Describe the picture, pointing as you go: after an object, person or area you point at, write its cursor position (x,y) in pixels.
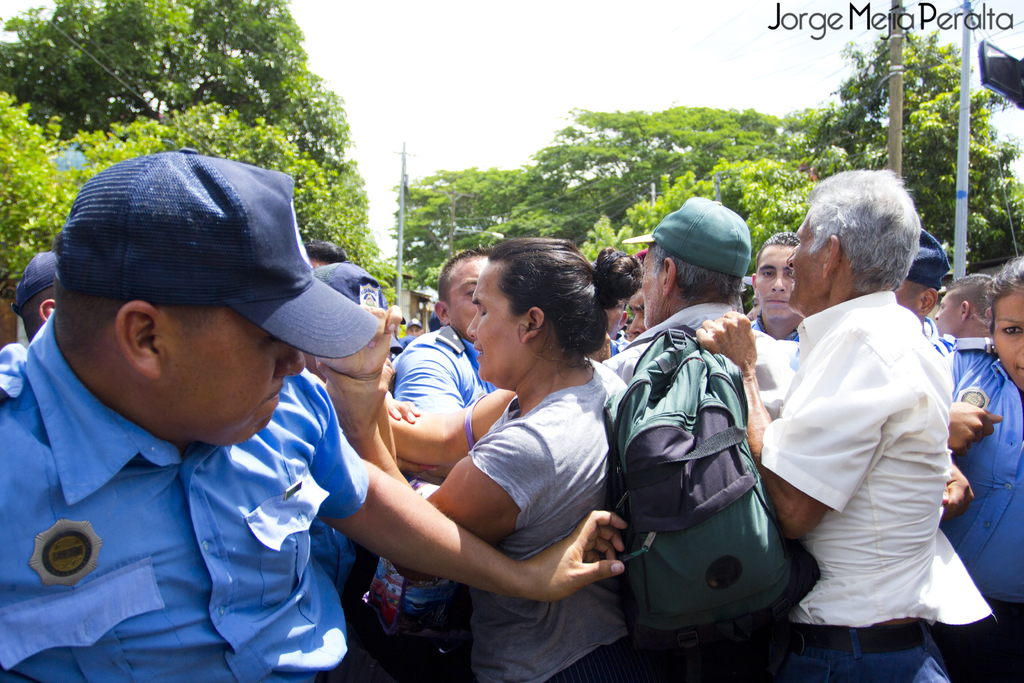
In the image in the center (592,426), we can see a few people (768,353) are standing and few people (144,385) are holding some objects (739,440). And we can see a few people (179,198) are wearing caps (184,181). In the background (502,210), we can see the sky (567,6), trees (974,210), poles (901,109) etc. On the top right side of the image (794,16), we can see something written.
